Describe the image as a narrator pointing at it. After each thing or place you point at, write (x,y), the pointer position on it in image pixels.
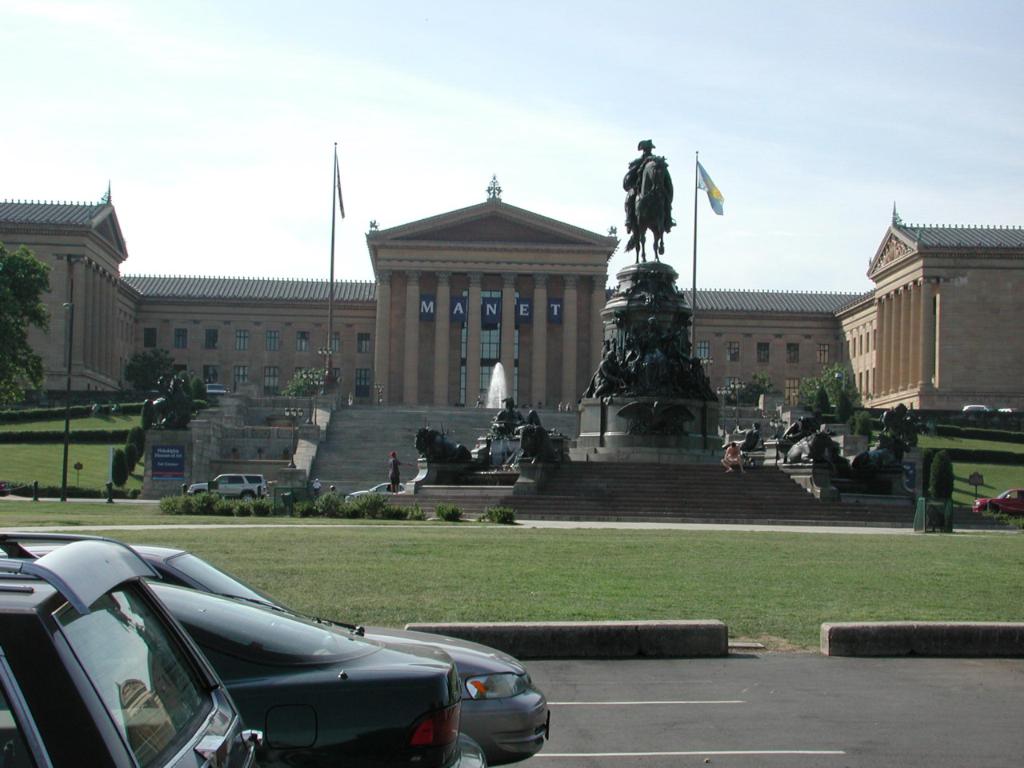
There are cars (518,709) on the road (671,677). Here we can see grass (524,553), plants (311,505), poles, boards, flags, sculptures (657,348), trees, and a building (351,330). In the background (324,102) there is sky (837,126).
